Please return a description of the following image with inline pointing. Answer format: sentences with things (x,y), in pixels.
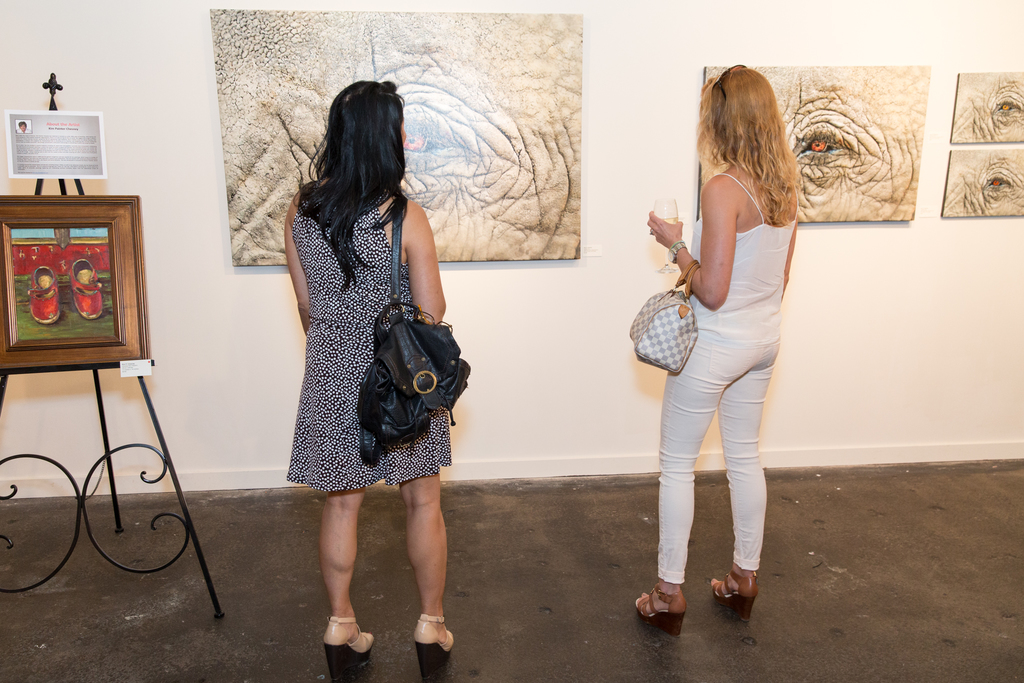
In this image in the center (358,280) there are women (421,285) standing. On the right side (720,272) there is a woman (725,294) standing and holding a glass (662,272) in her hand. On the left side (84,368) there is a stand (61,466) and on the stand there are frames (48,251). In the background (552,140) on the wall (947,143) there are frames (558,175).
